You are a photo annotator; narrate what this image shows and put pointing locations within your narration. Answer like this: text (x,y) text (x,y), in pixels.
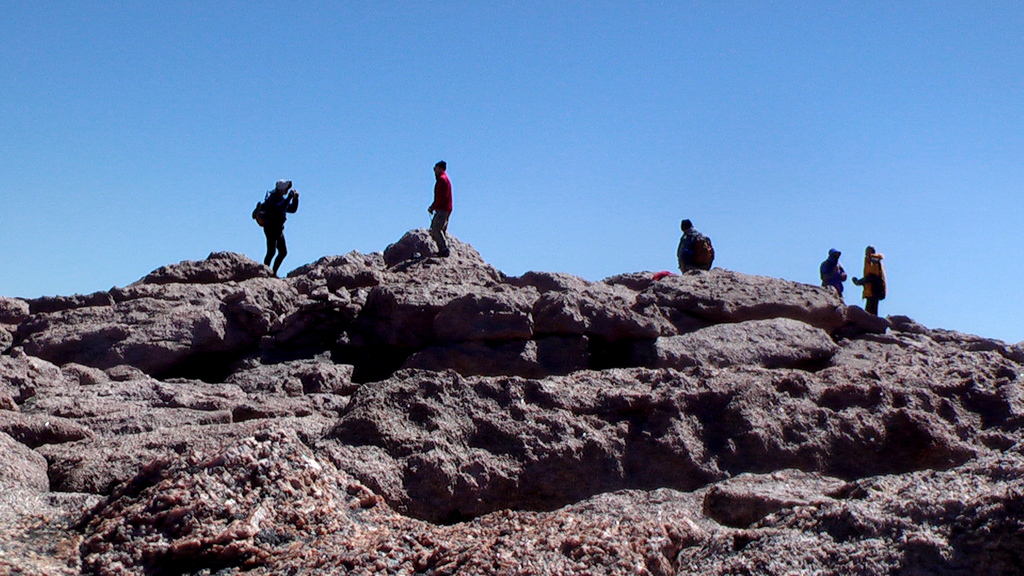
In this image I can see few persons (706,257) standing. In front the person (448,253) is wearing red shirt (447,206) and cream color pant (439,231) and the person (439,244) is standing on the rock (509,307), background (834,160) the sky (40,136) is in blue color.
